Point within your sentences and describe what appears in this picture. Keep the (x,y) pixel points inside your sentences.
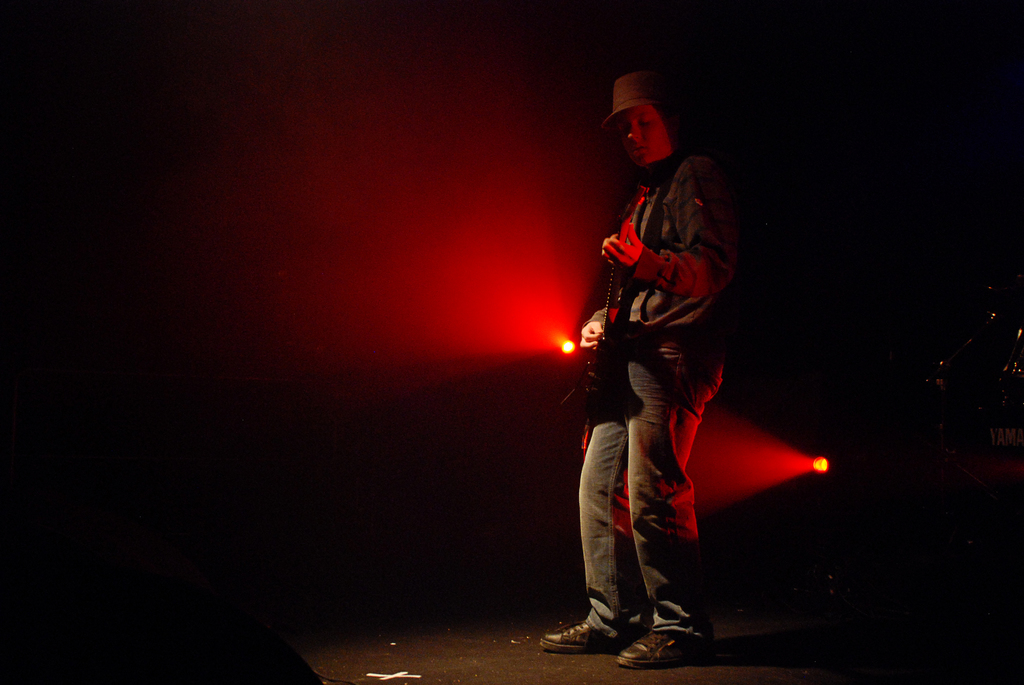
In the picture there is a person (587,328) playing guitar (618,373), he is wearing cap (630,95), there are red lights (709,428) present.
